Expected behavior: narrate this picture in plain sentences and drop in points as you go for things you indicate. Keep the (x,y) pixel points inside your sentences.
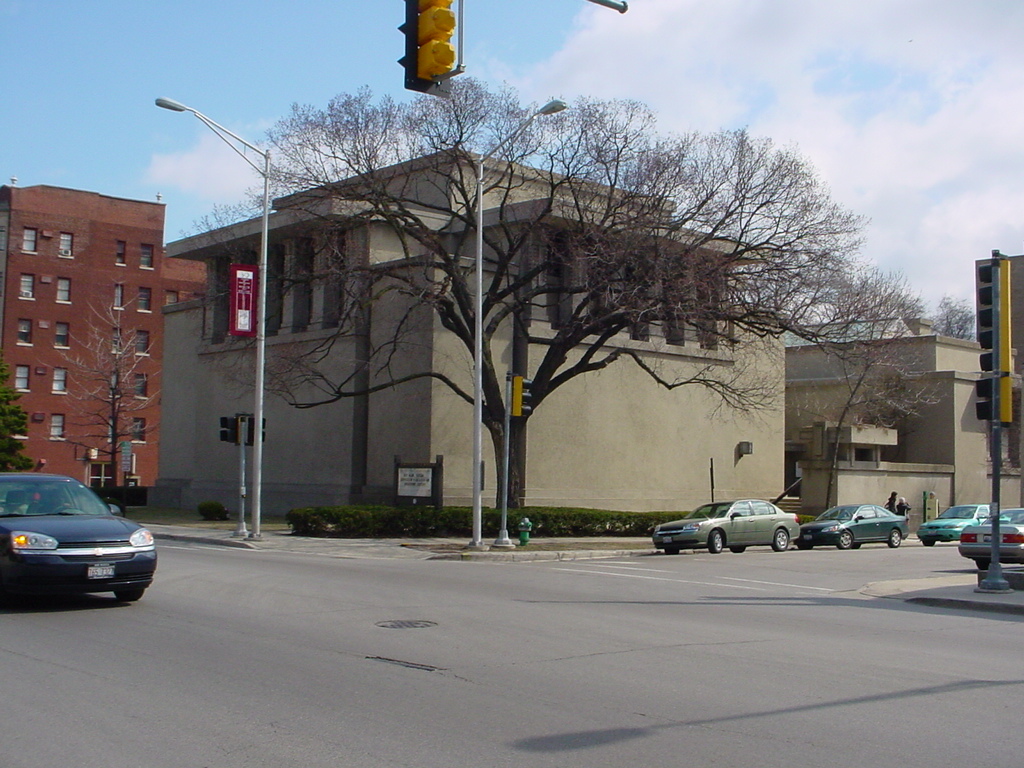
In this image there are cars (53,579) on the road (739,669). There are two people (889,502) walking. There are traffic lights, light poles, buildings (45,347), trees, water pipe (524,544), poles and a board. At the top of the image (810,46) there are clouds (872,77) in the sky (870,69).
